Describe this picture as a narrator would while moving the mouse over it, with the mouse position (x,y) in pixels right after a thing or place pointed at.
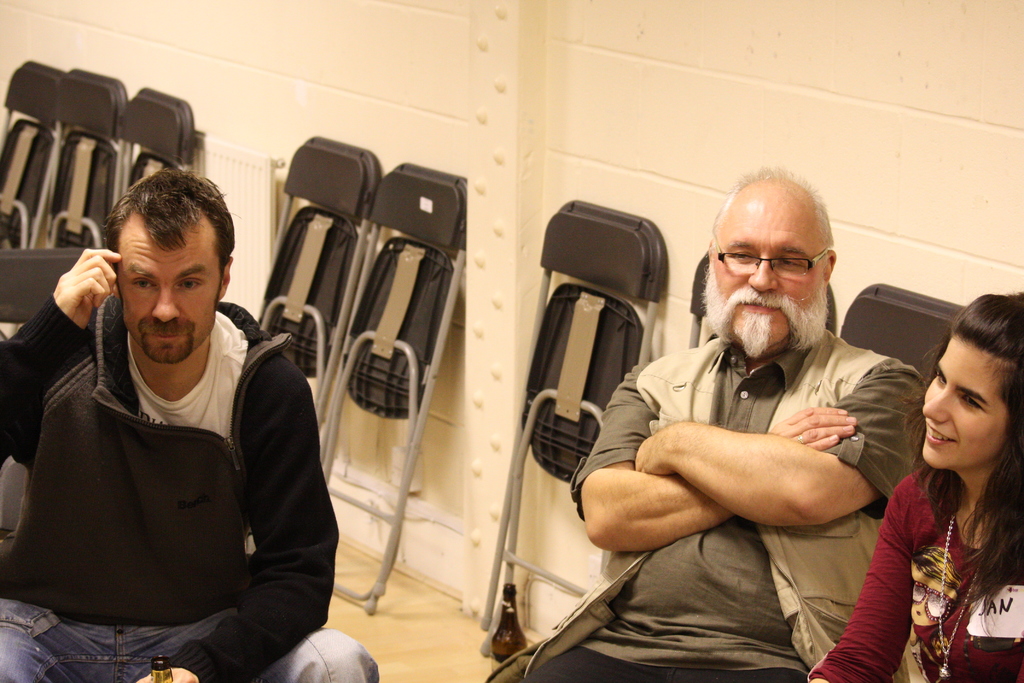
In this image there are three persons (665,564) in the middle (619,429). On the right side (907,511) there is a girl (943,583) sitting in the chair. On the left side (171,476) there is a man (136,570) sitting on the chair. In the background (415,235) there are chairs (446,285) which are in folded position are kept near the wall (394,96).
